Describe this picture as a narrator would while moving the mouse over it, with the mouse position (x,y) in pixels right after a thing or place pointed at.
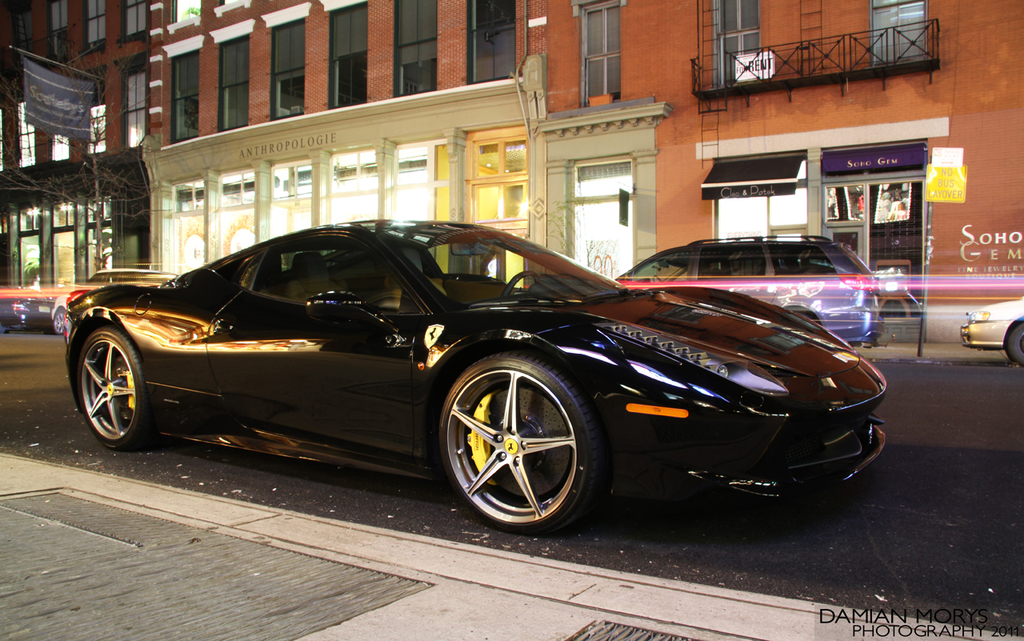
Here in this picture we can see number of cars (360,330) present on the road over there and beside that we can see buildings (202,232) with doors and windows (596,222) on it present over there and we can also see a banner (69,103) present over there.
